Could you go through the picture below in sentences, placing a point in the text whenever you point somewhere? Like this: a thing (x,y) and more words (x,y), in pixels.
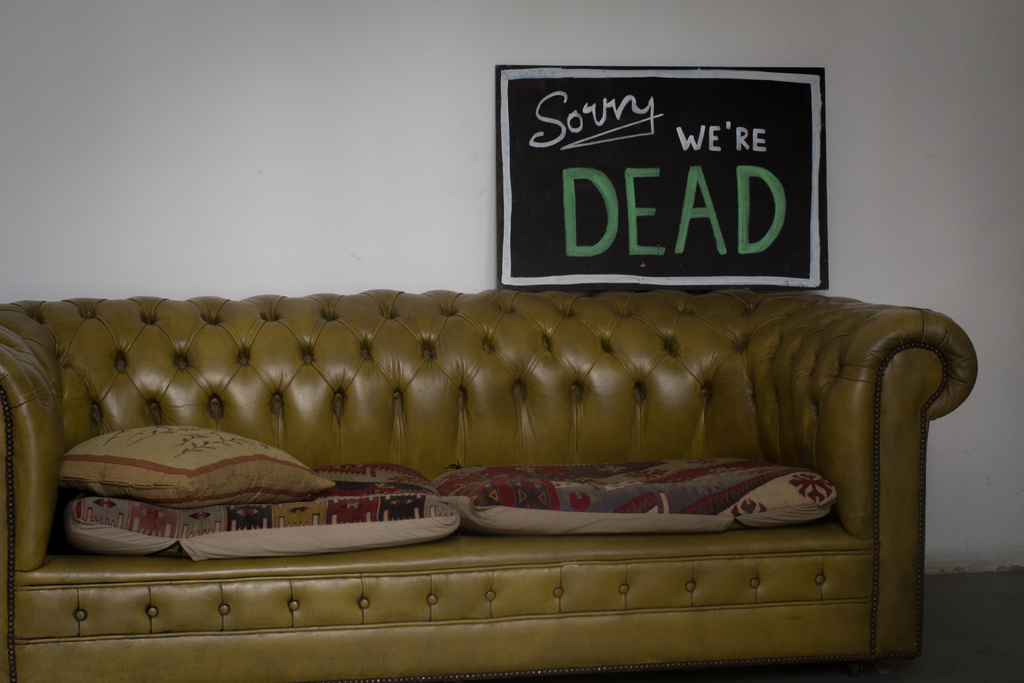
On this couch (436,383) there are pillows (245,485). A poster (644,203) on wall (425,159).
